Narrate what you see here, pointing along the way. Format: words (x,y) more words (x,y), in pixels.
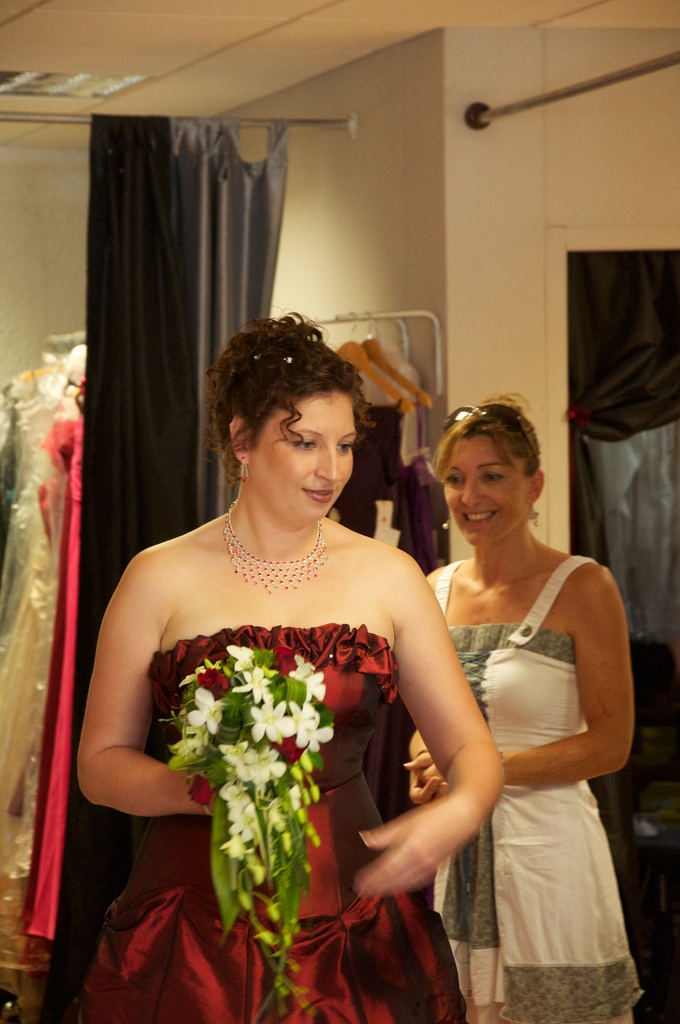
In the foreground of the picture (198,565) there is a woman (345,915) holding a bouquet (263,823), wearing red dress (398,906). On the right (533,697) there is a woman (520,754) in white dress (520,632). In the background (187,353) there are dresses (43,410), curtain (227,223), wall (366,210) and other objects (105,80). At the top (242,75) it is ceiling (279,40).
